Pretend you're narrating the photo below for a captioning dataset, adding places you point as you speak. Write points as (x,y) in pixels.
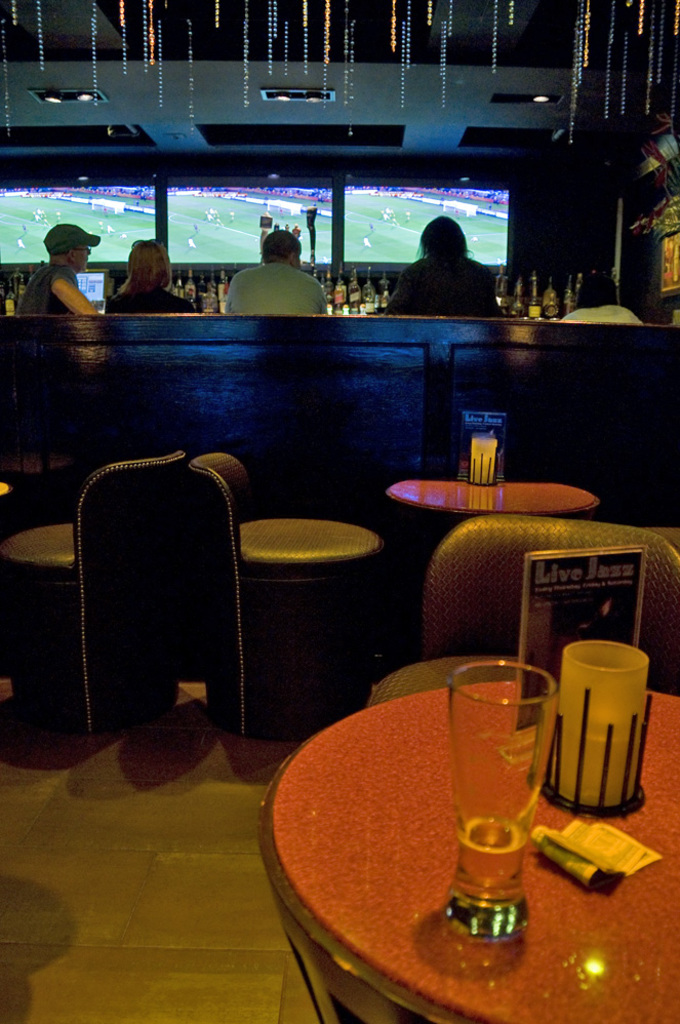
The image is taken in the restaurant (323,612). On the right (554,889) there is a table (548,985), we can see people (417,302). In the center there are screens (254,216). There are bottles (360,303) placed on the table (177,327). At the top (288,98) there are lights (296,95).
